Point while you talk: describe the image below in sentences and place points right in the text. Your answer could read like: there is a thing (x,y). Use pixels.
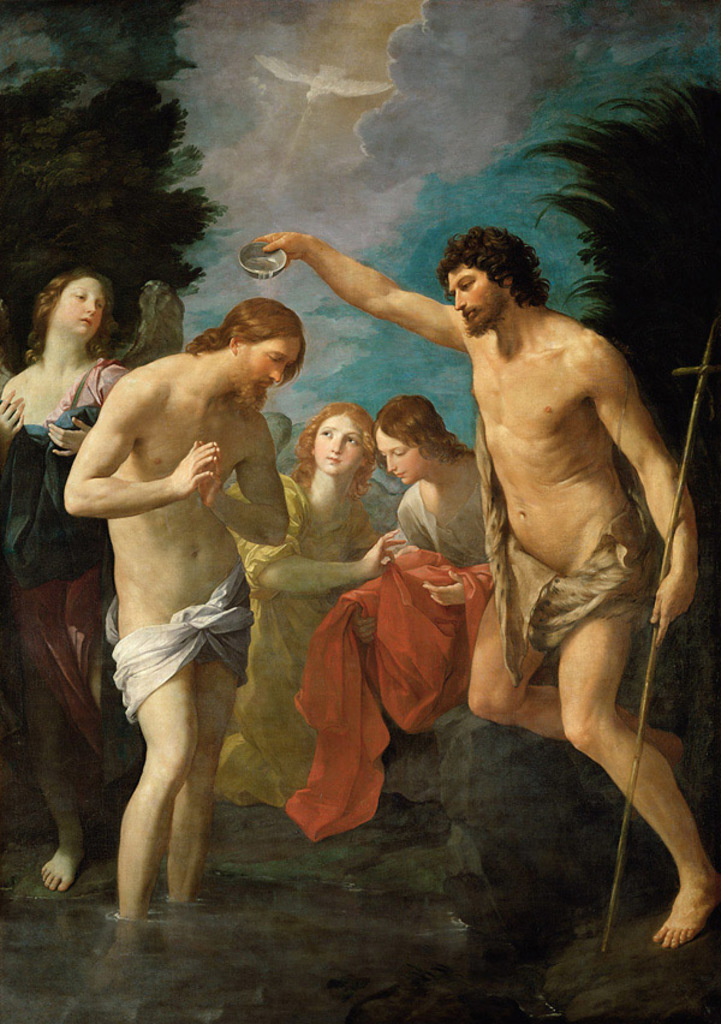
In this image I can see few people (545,436) and one person (619,449) is holding stick (664,606) and bowl (248,261). Back I can see few trees (688,276). It is a painted image.
